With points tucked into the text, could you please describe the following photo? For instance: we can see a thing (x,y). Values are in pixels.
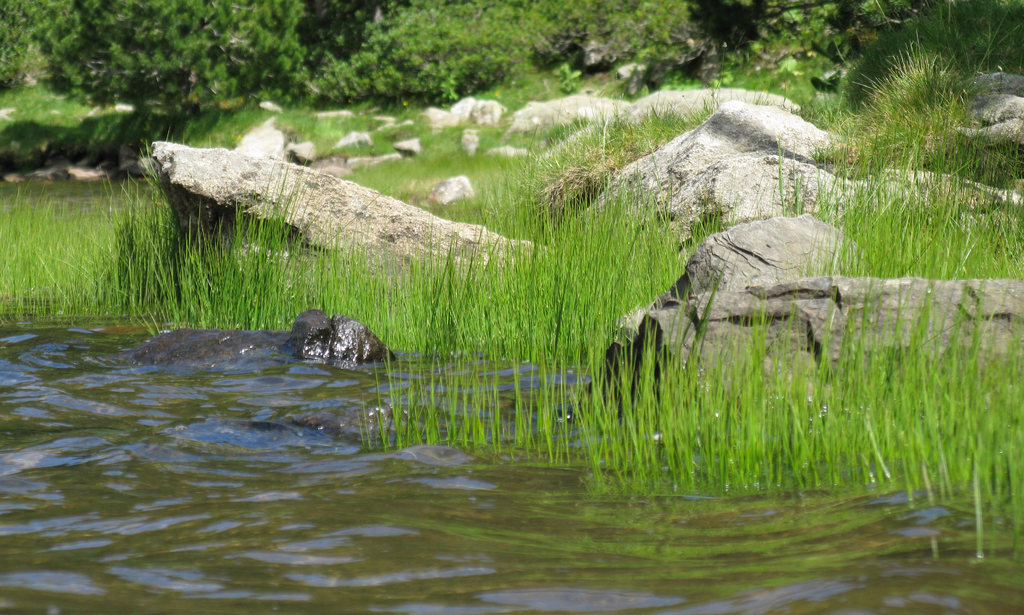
There is a rock (231,358) in the water (355,501) near grass (209,243) and rocks (708,123) on the ground (696,215). In the background (959,39), there are plants (538,57) and trees (112,34).
